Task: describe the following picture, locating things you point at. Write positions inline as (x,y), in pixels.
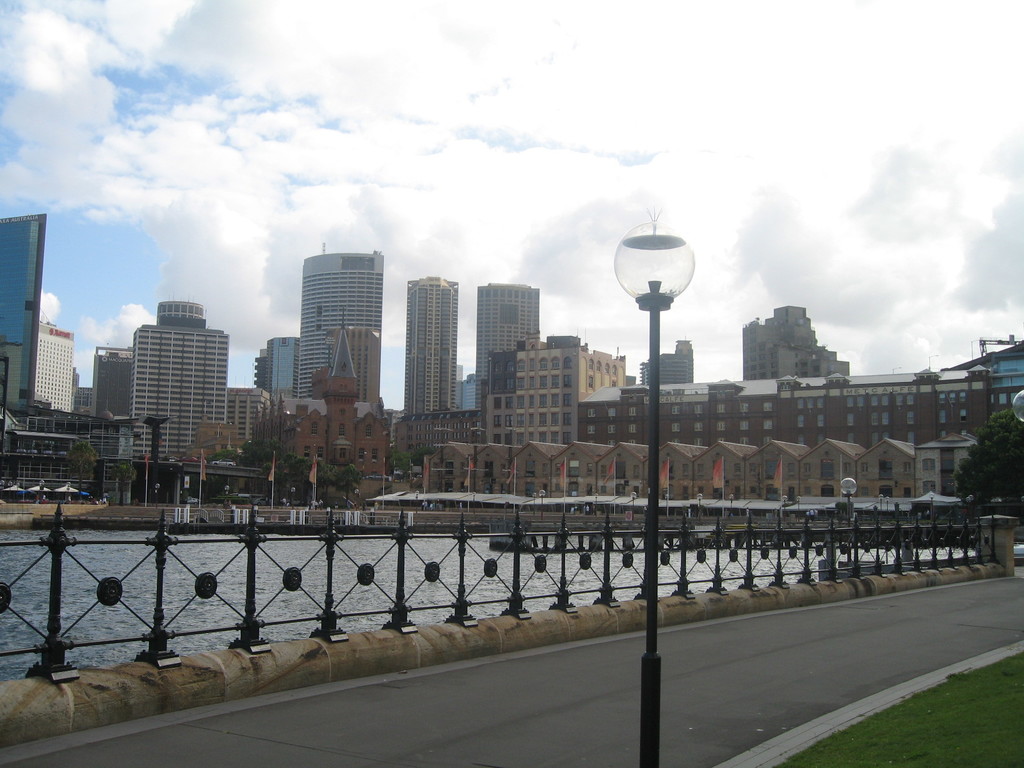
In this image there is a road (596,765), on that road (600,716) there is a pole (623,271) and a railing (52,598), beside the railing (207,585) there is a lake (453,554), in the background (795,396) there are buildings (260,406) and the sky (241,166).
